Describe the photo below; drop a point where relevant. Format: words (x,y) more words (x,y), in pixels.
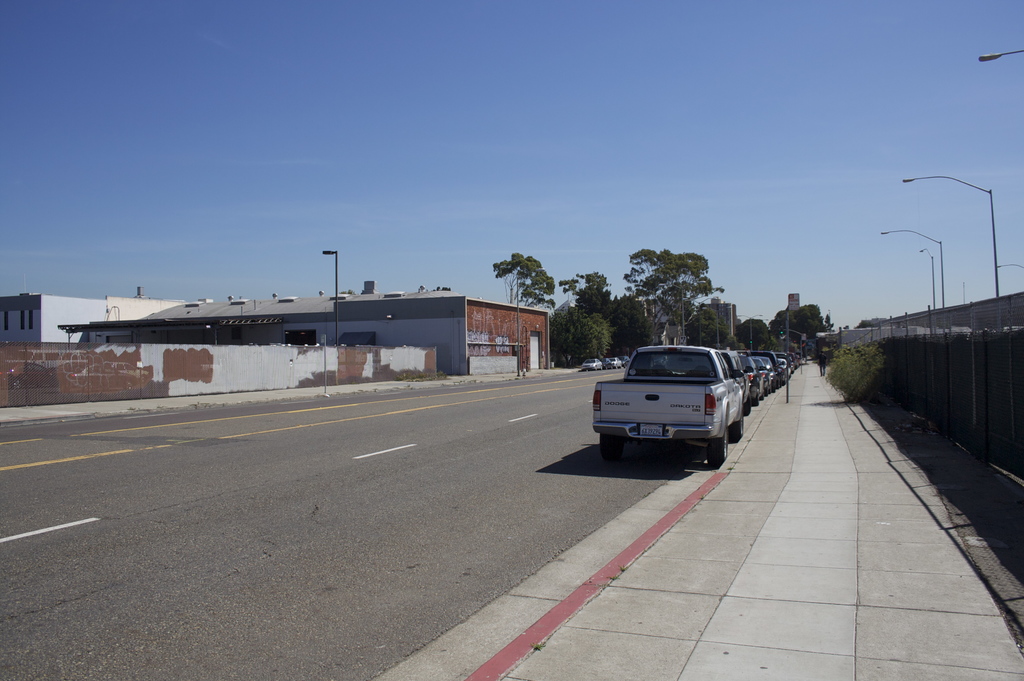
This is a picture of the city (536,383), where there are vehicles (772,376) parked on the path (471,469), there are buildings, plants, poles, road (356,529), lights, trees (696,337), and in the background (959,86) there is sky (477,199).
